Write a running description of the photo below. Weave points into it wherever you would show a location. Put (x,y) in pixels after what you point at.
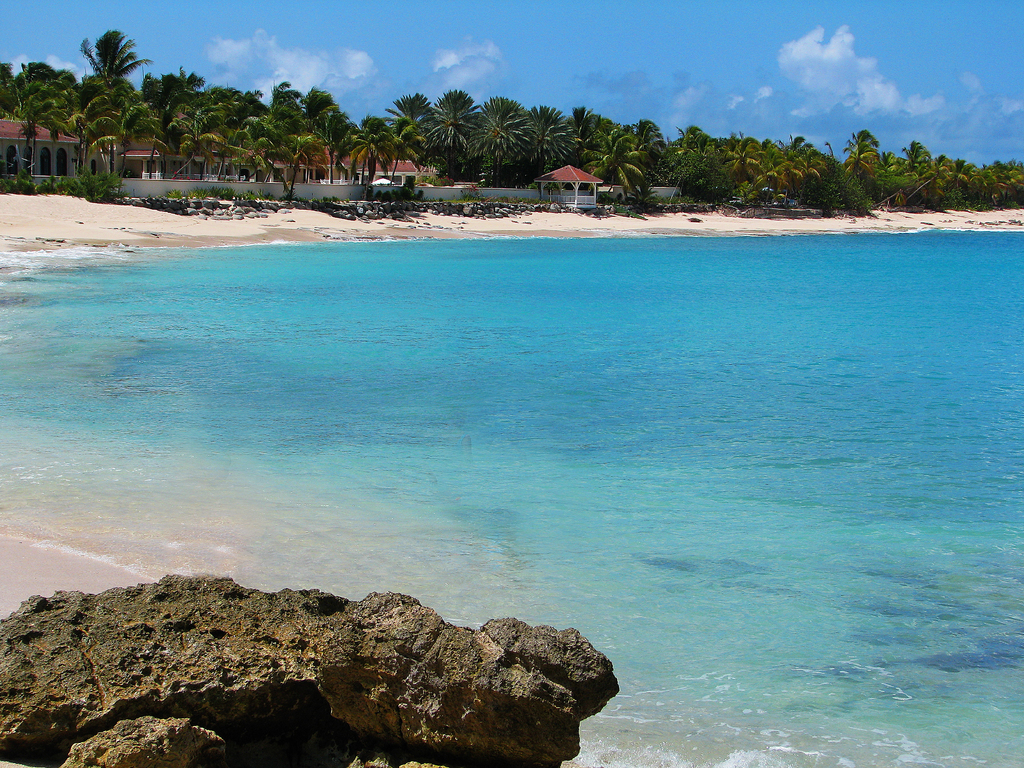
In this picture I can see buildings (1,147), trees (5,90) and water (705,473) and I can see rock (369,663) and a blue cloudy Sky (596,86).
